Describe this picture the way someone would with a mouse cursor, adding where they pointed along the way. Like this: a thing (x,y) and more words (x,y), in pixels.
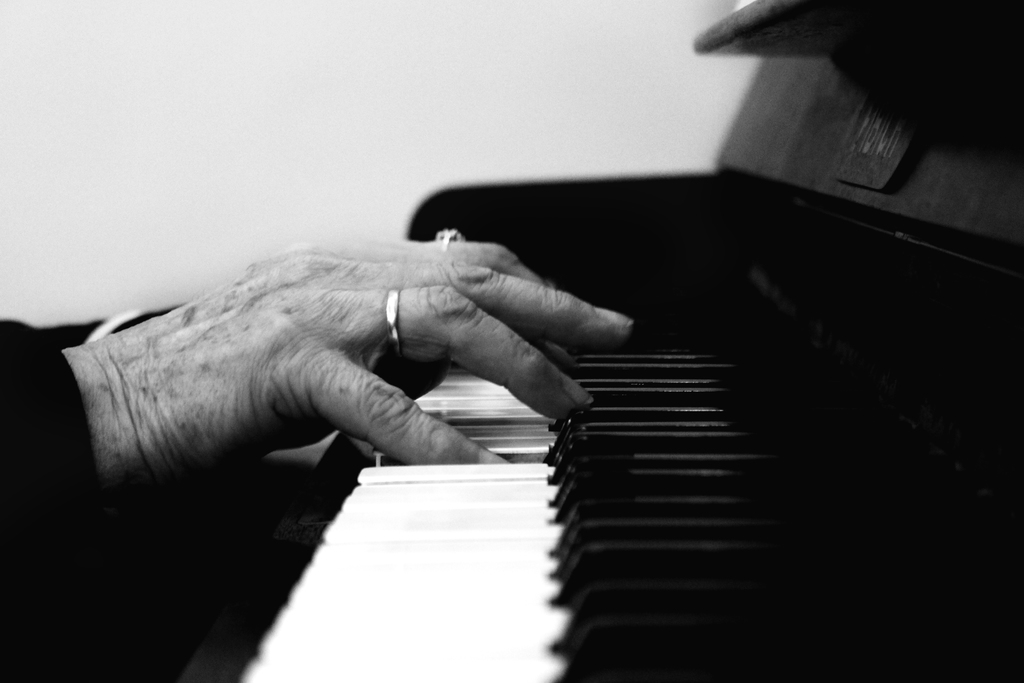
As we can see in the image there is a white color wall (327,123), and a person (270,330) playing black and white color musical keyboard (526,437).
